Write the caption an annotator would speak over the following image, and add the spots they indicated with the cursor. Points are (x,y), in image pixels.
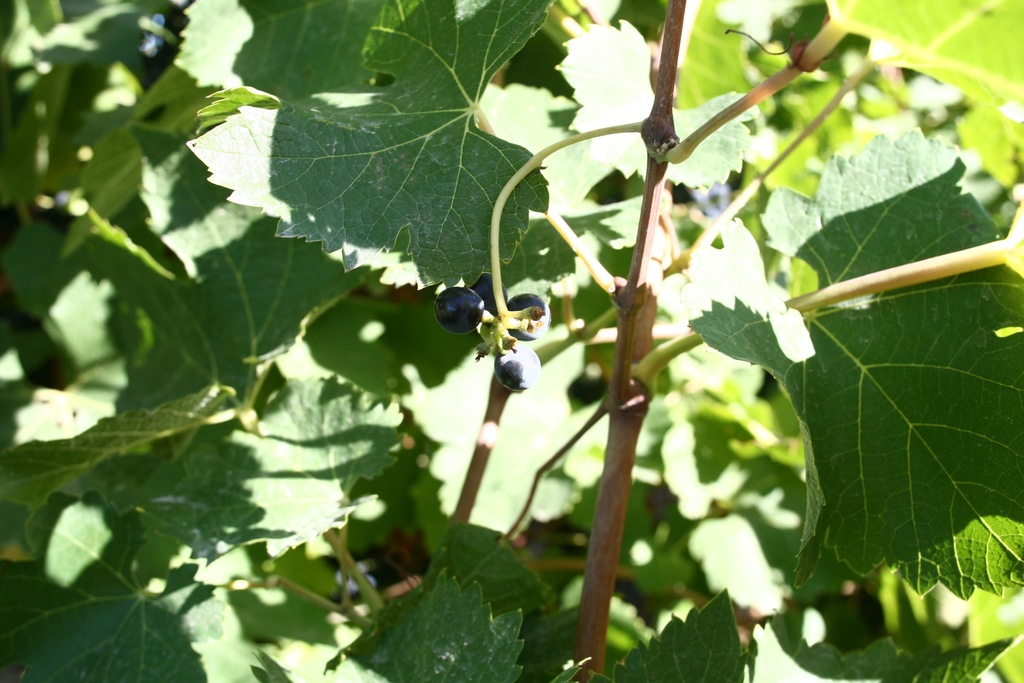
In this picture, we see the trees (498,326) which have fruits (509,383). These fruits (455,323) are in black color. These fruits (522,359) look like the grapes (507,362) or the berries (519,347). In the background (526,132), we see the trees (786,227). This picture is blurred in the background (487,416).
